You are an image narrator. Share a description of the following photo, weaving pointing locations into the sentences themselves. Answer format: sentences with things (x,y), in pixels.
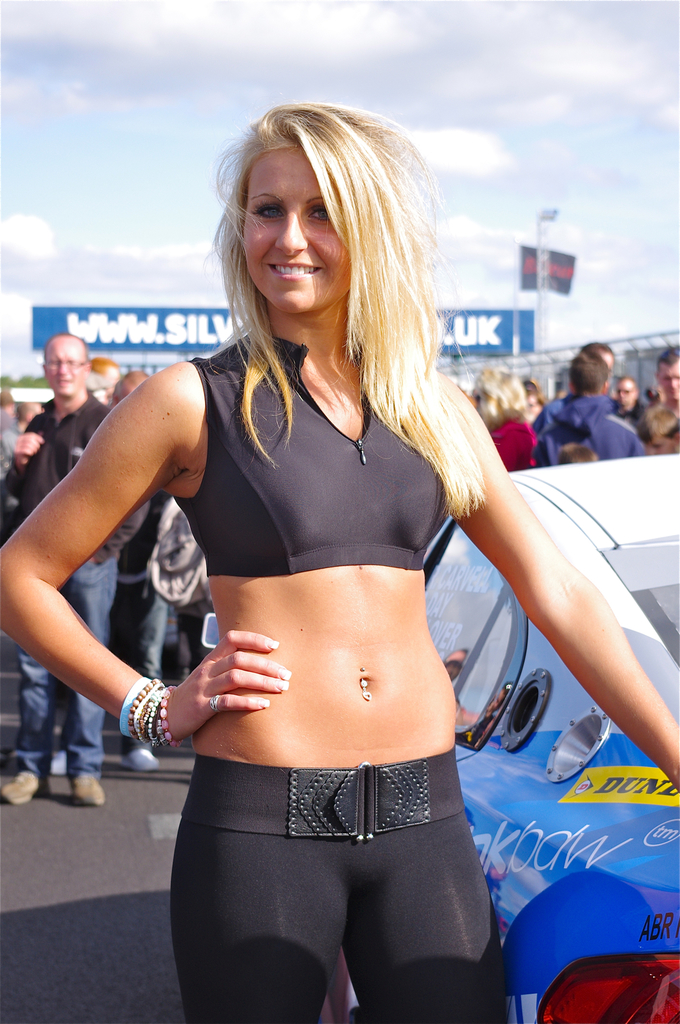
This is the picture of a road (130,918). In this image there is a woman (305,736) standing and smiling. On the right side of the image (516,723) there is a car (505,743). At the back (650,422) there are group of people (533,460) and there is a hoarding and there is a flag (540,269) behind the pole (540,329). At the top (89,173) there is sky (139,137) and there are clouds (231,78). At the bottom (111,930) there is a road (99,858).
